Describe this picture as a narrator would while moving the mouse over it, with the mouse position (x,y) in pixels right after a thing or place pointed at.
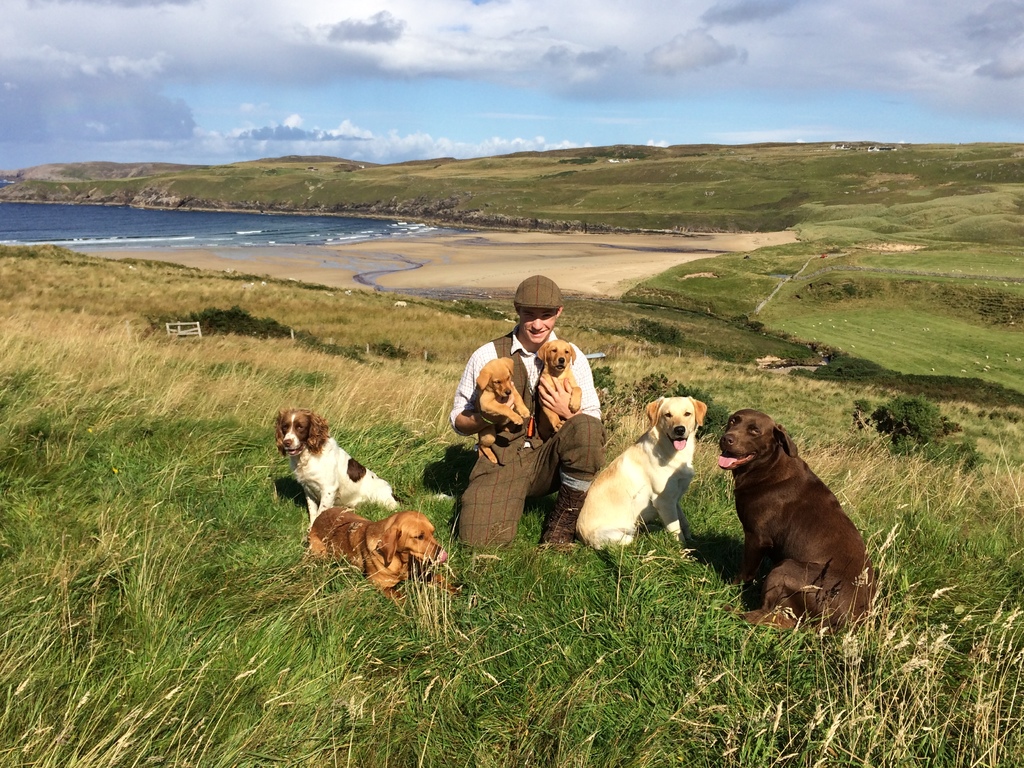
In this picture we can see a man (564,491) and six dogs (821,580) in the front (546,455), at the bottom (377,711) there is grass (135,609), on the left side (45,218) we can see water (263,229), there is the sky (79,45) and clouds (570,41) at the top of the picture (252,53), this man (527,445) is carrying two dogs (558,421).
